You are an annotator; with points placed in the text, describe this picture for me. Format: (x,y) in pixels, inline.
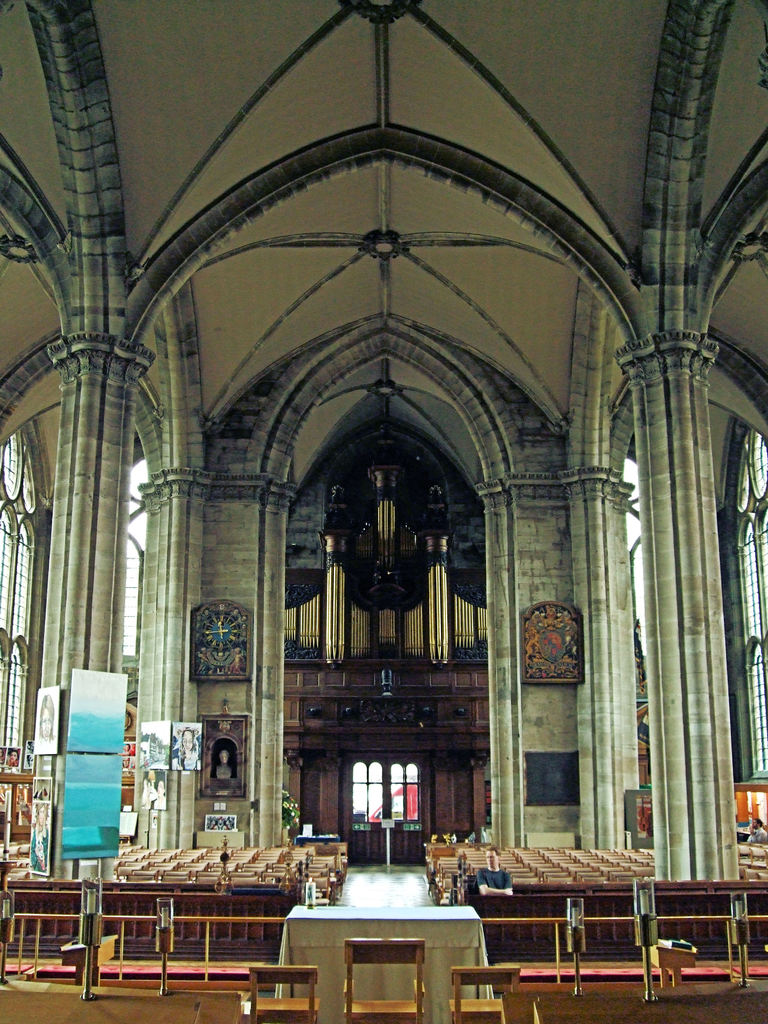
It is looking like a church (163,645). Here I can see some pillars (601,603). In the background (213,637) there are two frames (239,680) are attached to the wall (571,695). At the bottom of the image (396,944) I can see some chairs (214,874) and a table (318,970) which is covered with a cloth (338,932). On the left side (89,791) there are some boards (47,796). Here I can see a person (496,889) is sitting on the chair (471,875). On the right (755,520) and left side of the image (18,560) I can see the windows (26,575).
